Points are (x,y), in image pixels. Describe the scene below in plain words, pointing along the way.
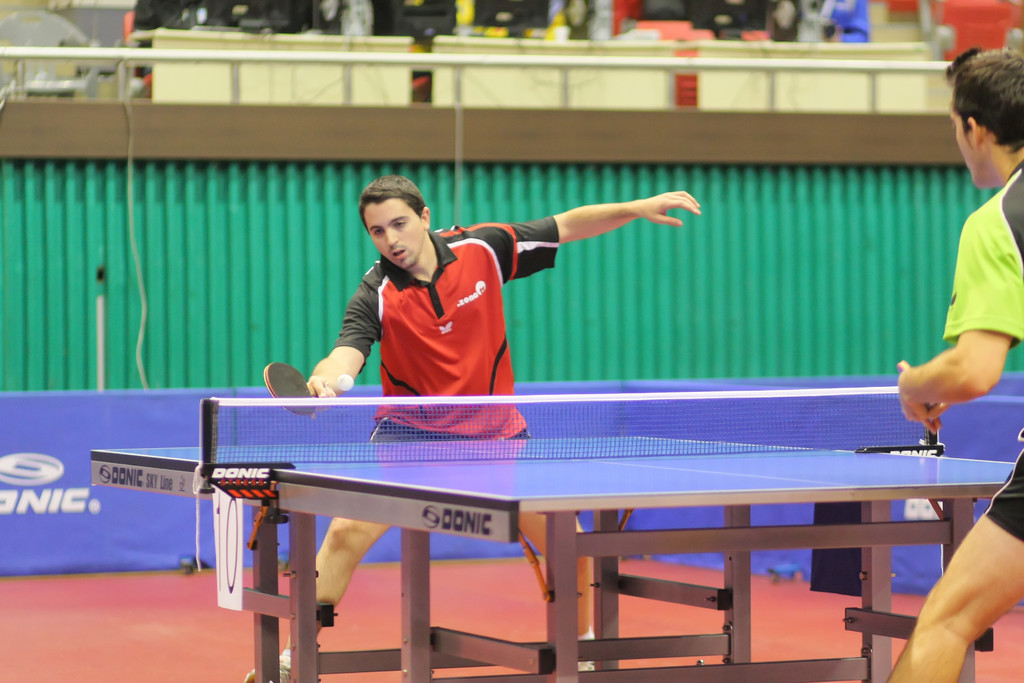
This picture might be taken inside a playground (1020,669). In this image, on the right side (910,677), we can see a man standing in front of the table (616,483), on that table (415,526), we can see a net fence (860,420). In the middle of the image (377,317), we can see a man (467,319) standing and he is also holding a bat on one hand (327,384). In the background (6,480), we can see some hoardings (17,472), table (366,86), chair (27,42), at the bottom (155,609), we can see red color.
